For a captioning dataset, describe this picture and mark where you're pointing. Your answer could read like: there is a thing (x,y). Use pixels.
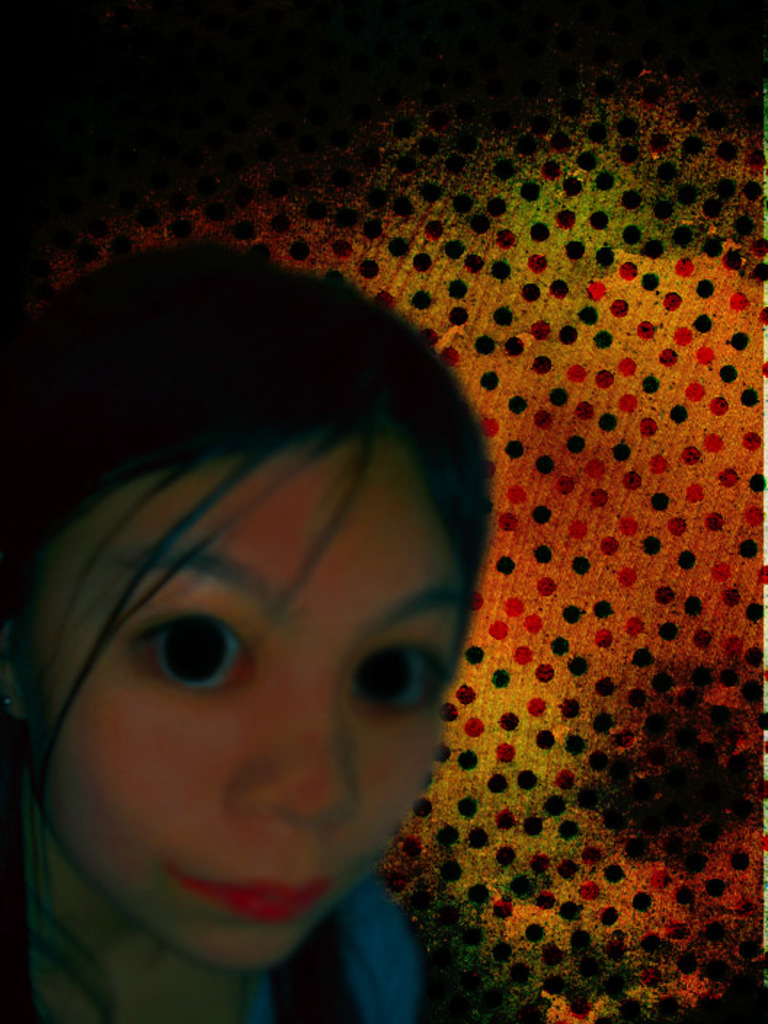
In this image there is one girl (154,614) on the left side of this image (158,730) and there is one object (485,367) in the background (540,372) as we can see on the right side of this image (600,442).
